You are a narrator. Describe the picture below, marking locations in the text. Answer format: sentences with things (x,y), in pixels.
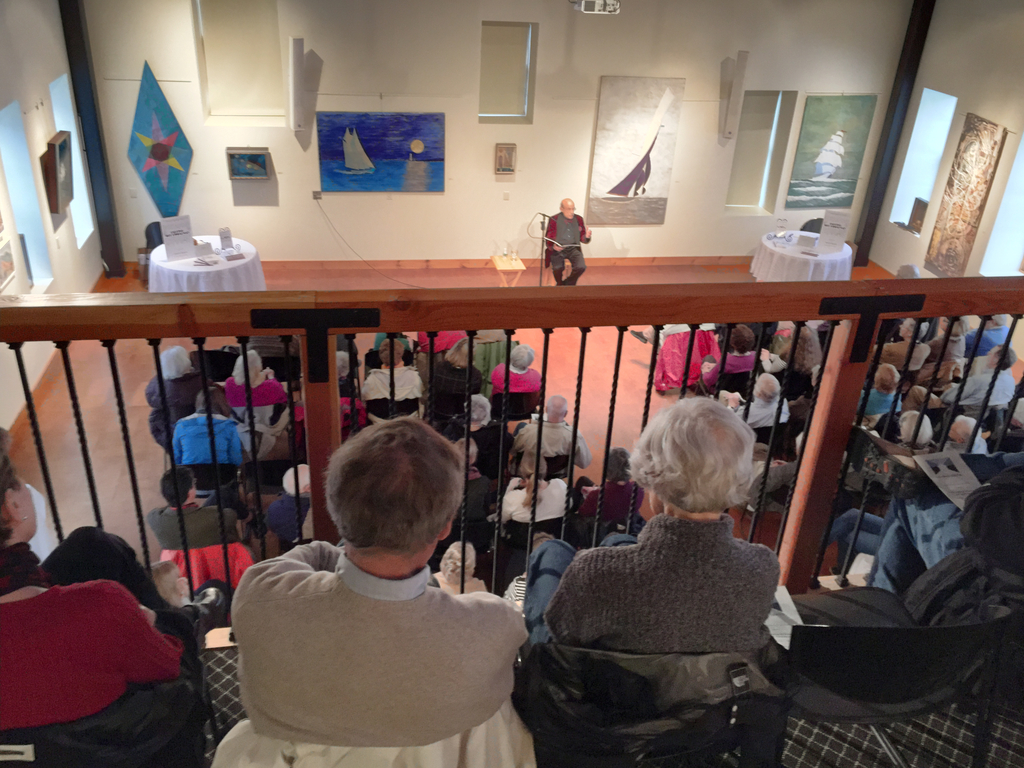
In this image i can see few people (540,612) sitting on chair (773,653) at the back ground (356,410) i can see a railing (355,390) and few other people (480,427) sitting, a wall (450,132) and a board (419,115).
